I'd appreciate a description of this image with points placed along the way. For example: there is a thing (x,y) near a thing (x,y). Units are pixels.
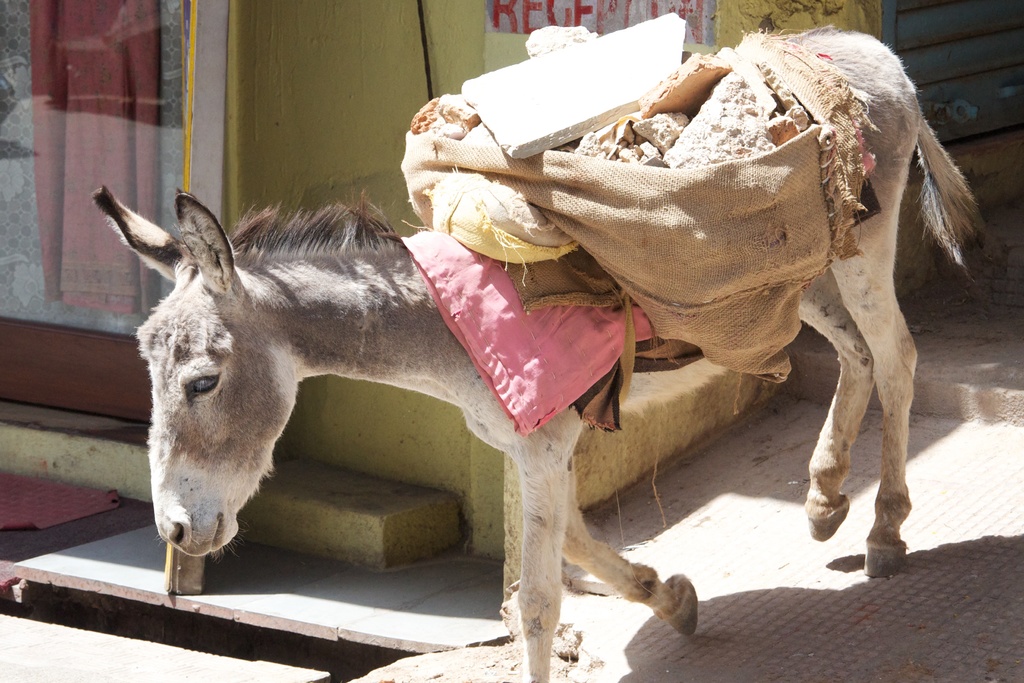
A donkey (375,233) is walking, in the left side (12,148) it is a glass (55,208).
